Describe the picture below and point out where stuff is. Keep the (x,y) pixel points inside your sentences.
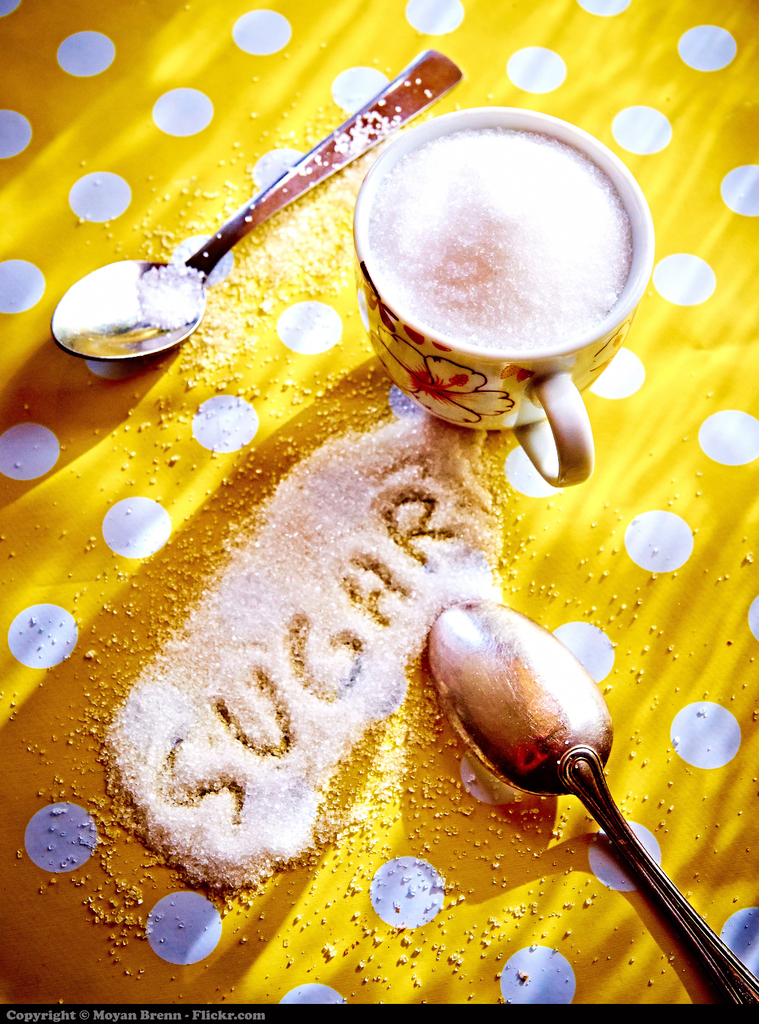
This image consists of two spoons (504,627) and a cup of sugar (473,326). At the bottom (45,931), there is a cloth (16,835). On which we can see the sugar crystals (295,723).
